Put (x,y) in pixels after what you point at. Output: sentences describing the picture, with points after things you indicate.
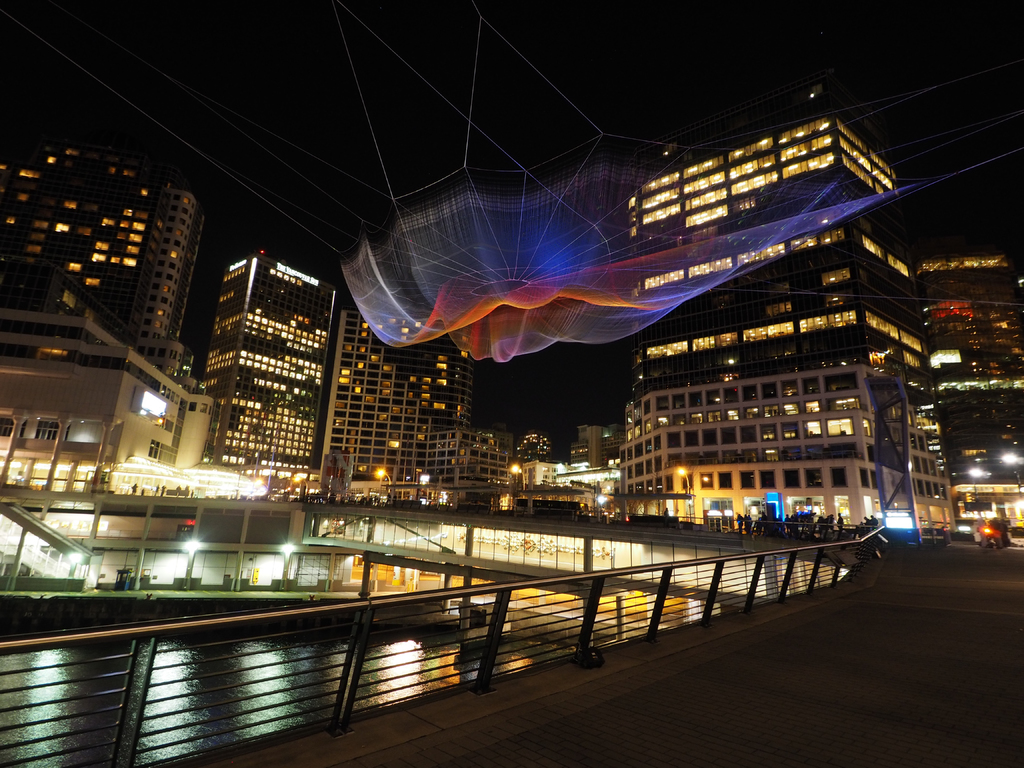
In this image we can see railing (478,620), road (949,730), water body (315,672), humans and buildings (379,529). There is a net (478,261) in the middle of the image (560,273). We can see dark in the background of the image (576,362).
